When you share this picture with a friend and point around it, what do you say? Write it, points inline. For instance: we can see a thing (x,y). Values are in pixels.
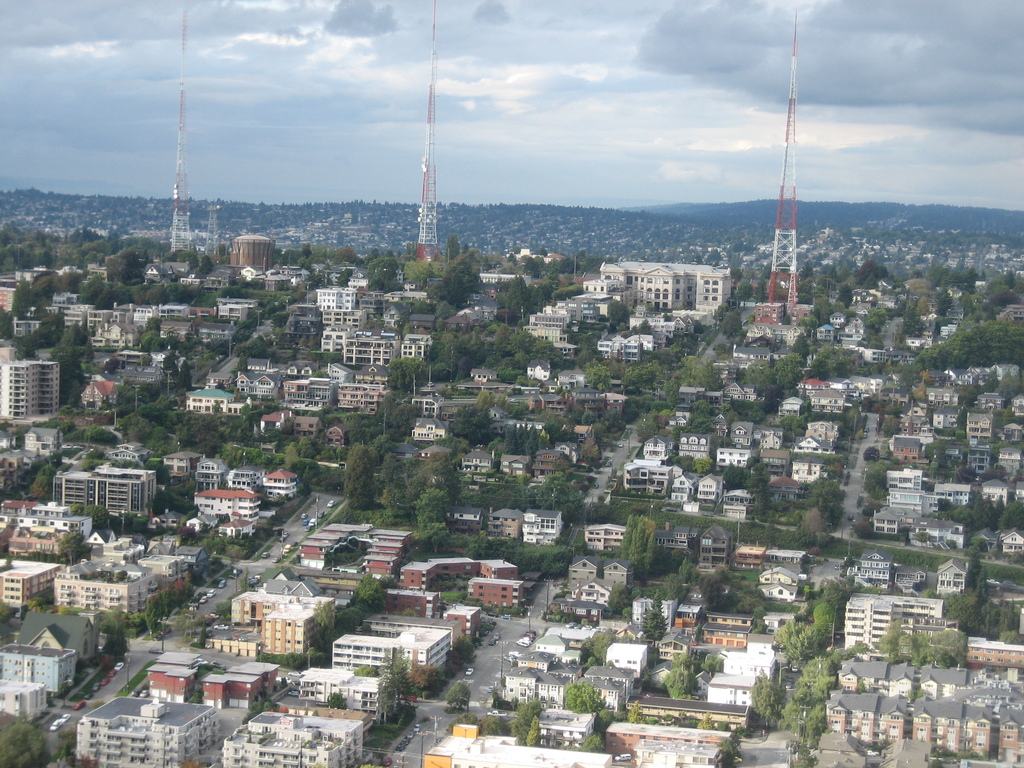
In this image we can see some trees (799,626), buildings (153,705), there is road (252,564) on which there are some vehicles (236,574) moving and some are parked and in the background of the image (170,122) there are some towers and cloudy sky (890,21).
